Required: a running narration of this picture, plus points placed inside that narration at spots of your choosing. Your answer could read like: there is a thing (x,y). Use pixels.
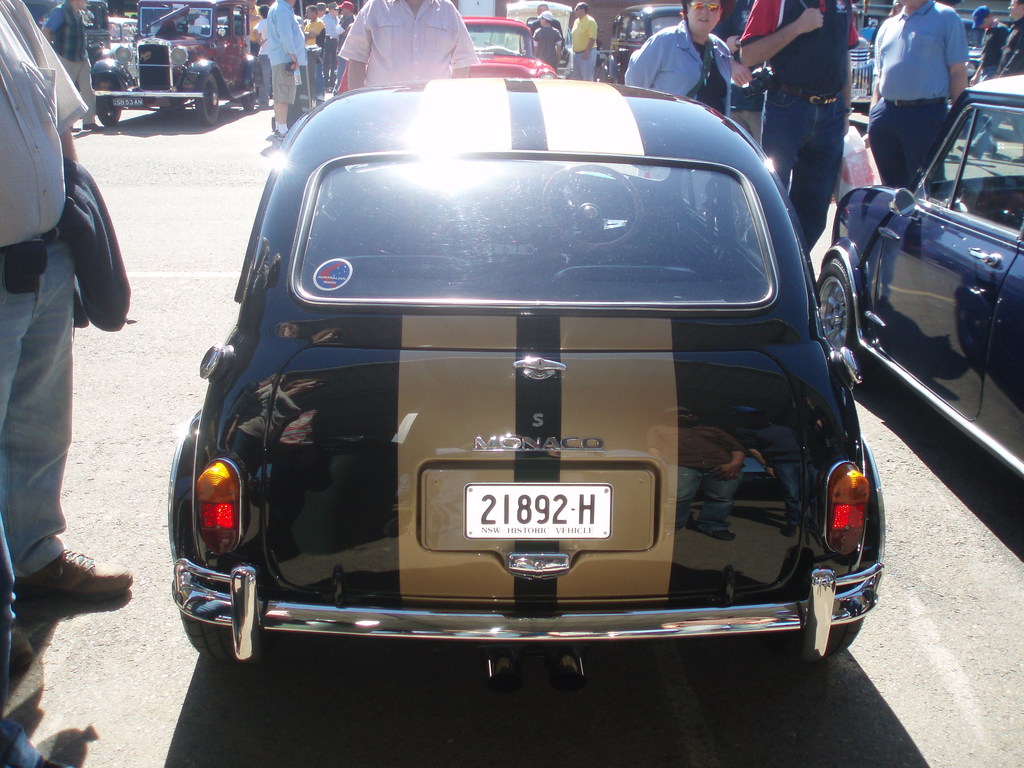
In this picture we can observe a black color car (377,295) on the road (523,727). We can observe some people (269,52) standing on the road (141,372). In the background (492,52) there are cars (525,53). We can observe red and black color cars (500,67).
